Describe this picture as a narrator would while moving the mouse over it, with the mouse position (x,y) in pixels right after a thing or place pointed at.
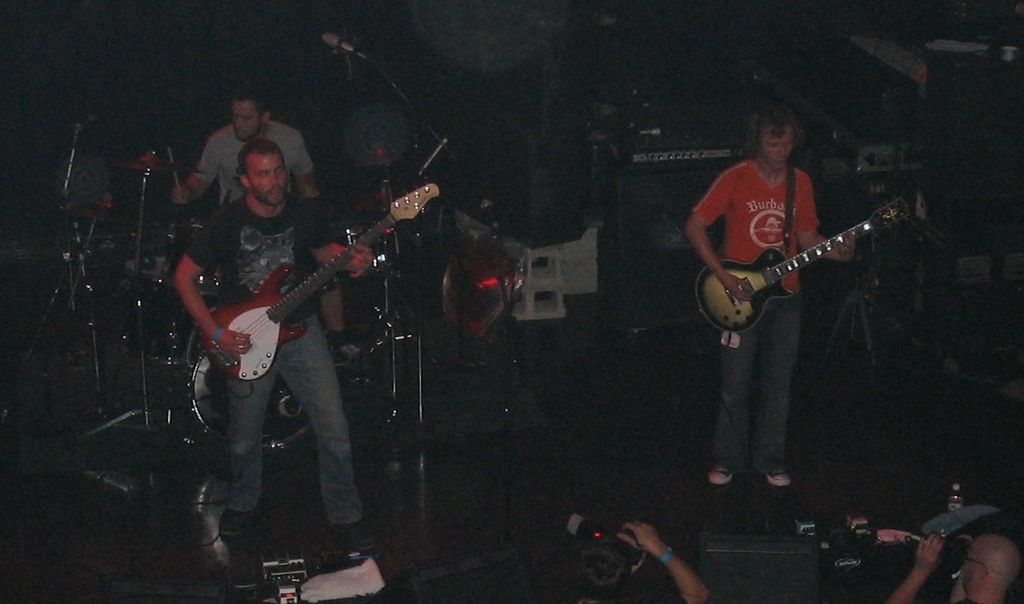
This picture is really dark. Here we can see three persons (256,247) playing musical instruments (301,402) on the platform (478,479). These are drums (500,286), mics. We can see few persons (979,568) near to the platform (809,563) recording.
